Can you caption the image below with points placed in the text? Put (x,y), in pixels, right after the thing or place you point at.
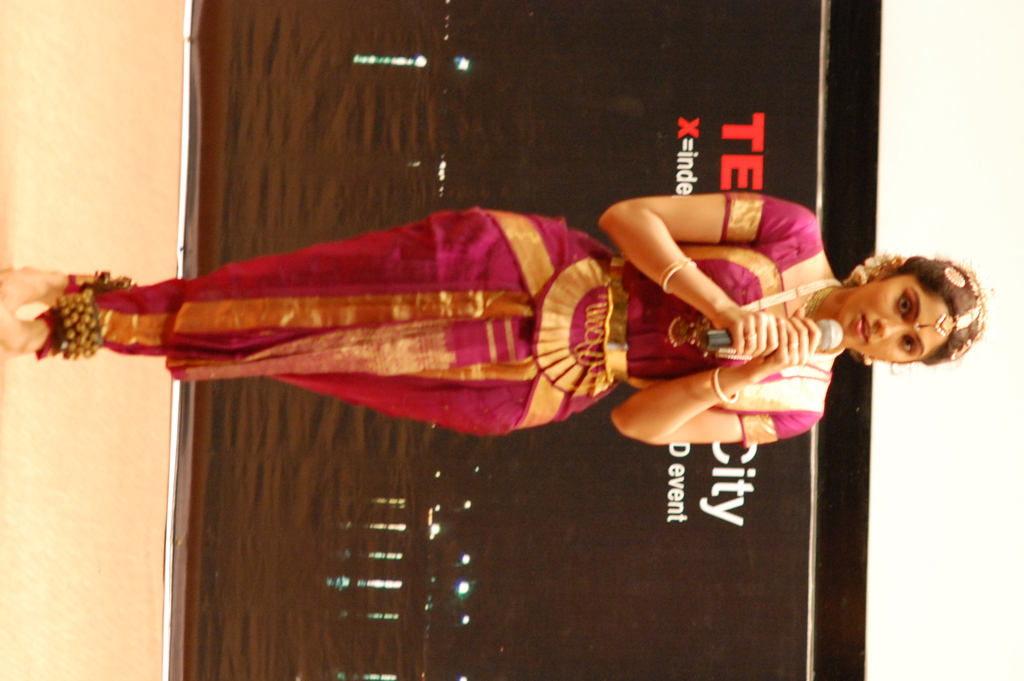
This is the woman (661,309) standing and holding a mike (835,324). She wore a fancy dress (490,323) and jewellery (963,319). In the background (701,546), this look like a hoarding (590,565) with the letters (739,486) on it.
